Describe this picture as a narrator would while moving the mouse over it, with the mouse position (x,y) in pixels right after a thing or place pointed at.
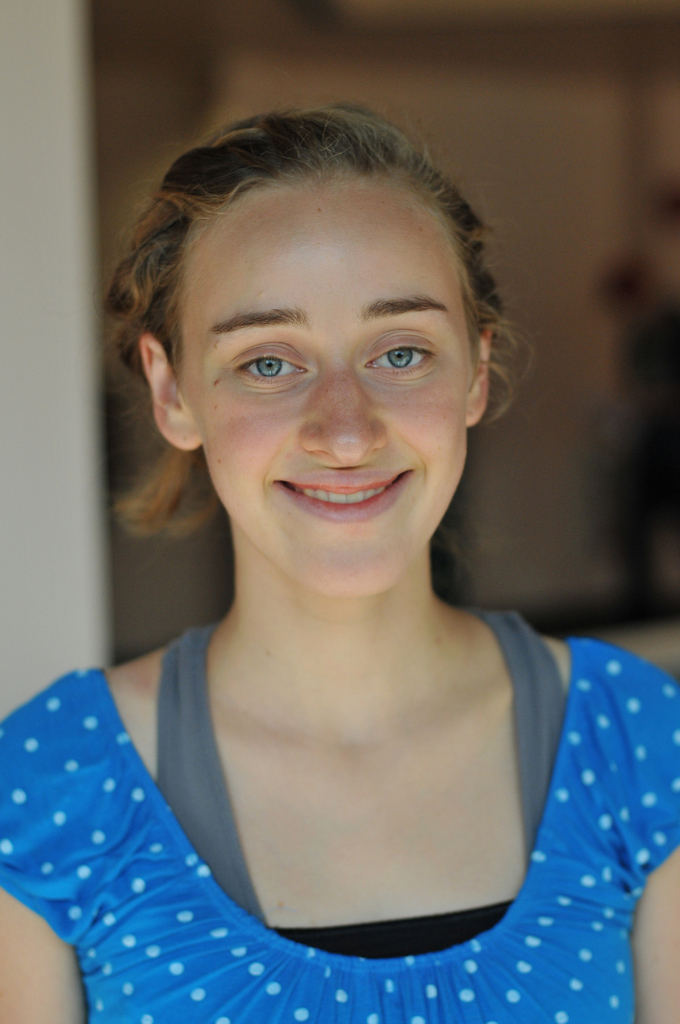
In this picture I can observe a woman (243,709). She is wearing blue color dress (48,773). Woman (288,679) is smiling. The background (82,236) is completely blurred.
